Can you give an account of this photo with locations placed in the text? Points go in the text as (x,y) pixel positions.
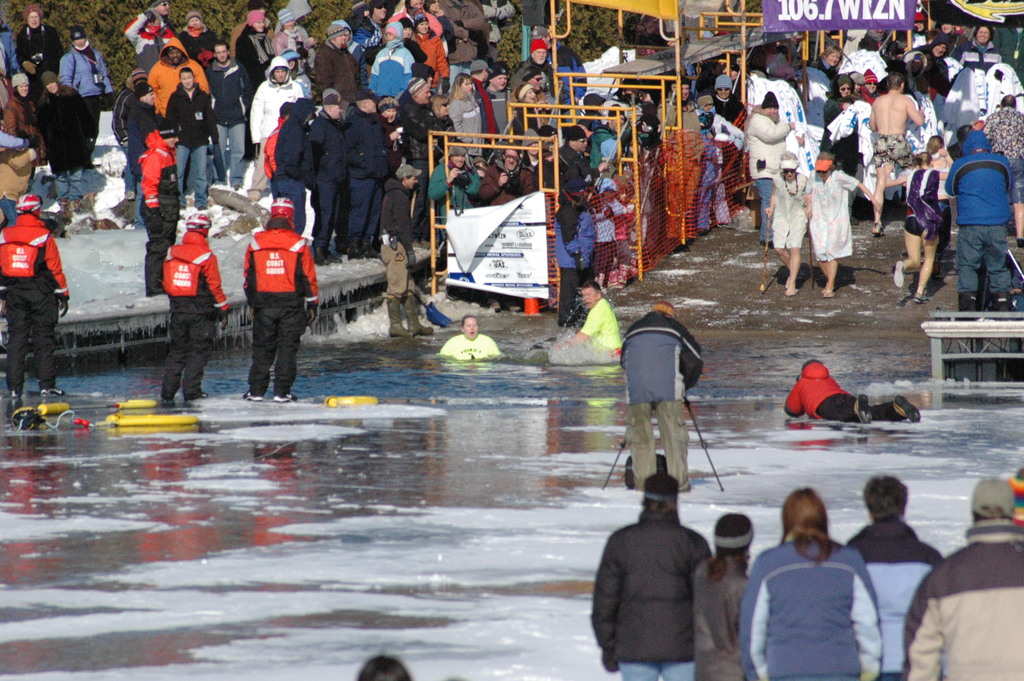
In this picture we can see a group of people (611,255) and some of them are wearing jackets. In the center of the image (428,417) we can see the boards (504,272), rods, water (152,377), ice (105,241), wall (362,294). At the bottom of the image (504,584) we can see the ice (485,560). At the top of the image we can see some trees (94,43), boards (882,16). In the middle of the image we can see some objects (74,419).
